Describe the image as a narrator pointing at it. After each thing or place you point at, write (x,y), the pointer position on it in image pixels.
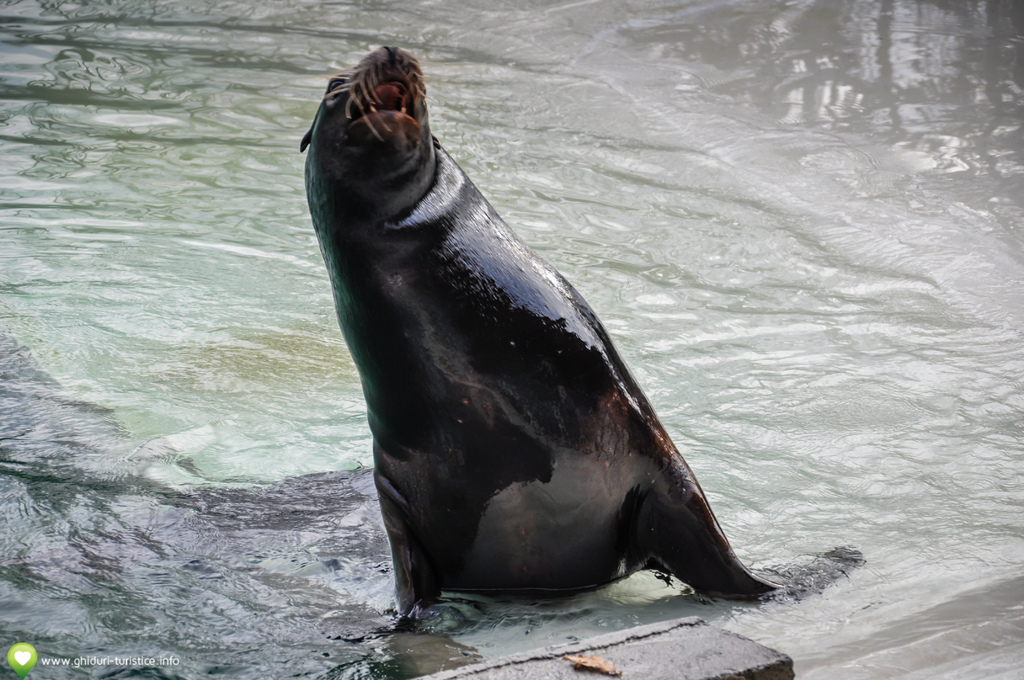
Here we can see an animal (594,361) and this is water (830,438).
